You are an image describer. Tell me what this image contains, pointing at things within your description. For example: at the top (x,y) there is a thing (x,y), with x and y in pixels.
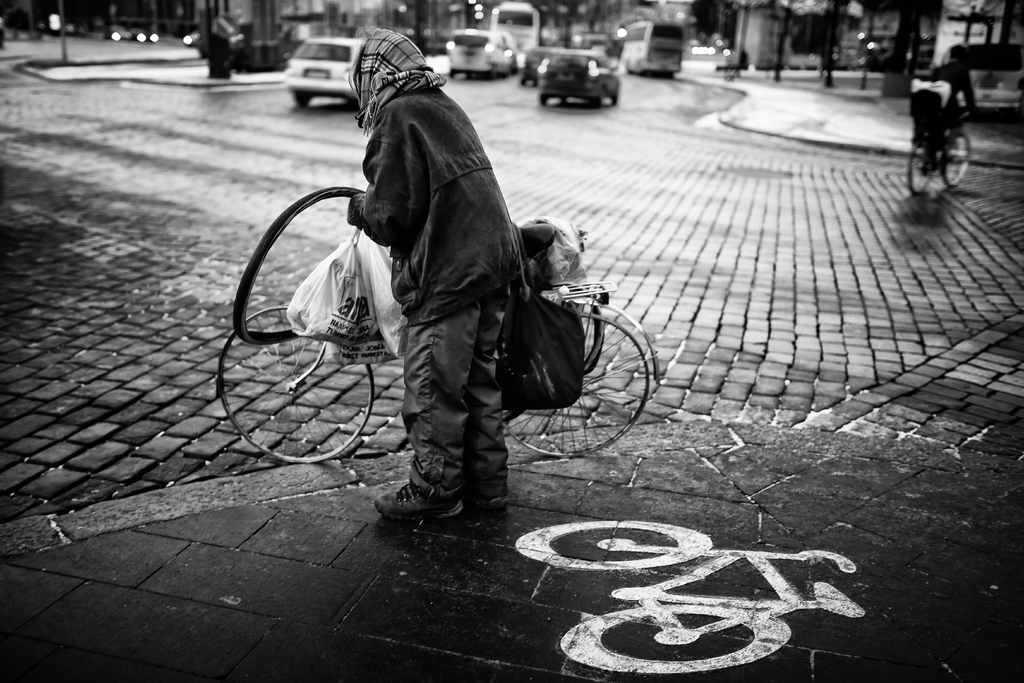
This image is taken outdoors. At the bottom of the image (787,458) there is a road (265,196). In the middle of the image (462,434) a man (378,148) is standing on the floor (518,520) and there is a bicycle (611,374) with a few things (332,325) on it. On the right side of the image (955,130) a person (928,158) is riding on the bicycle (921,185). At the top of the image (528,13) a few vehicles (596,86) are moving on the road (477,91) and there are a few trees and poles (970,27).
